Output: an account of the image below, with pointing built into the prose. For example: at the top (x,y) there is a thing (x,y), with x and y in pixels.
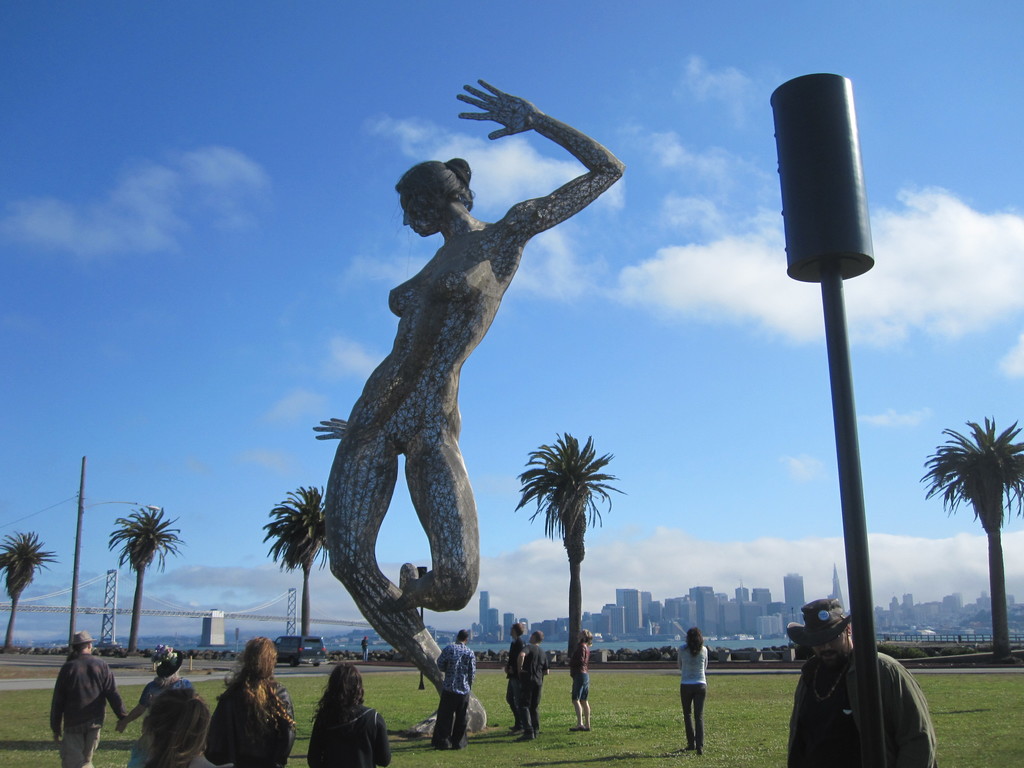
In this image there is a statue (437,508) of a woman (396,377), there are a few people (229,703) standing on the surface (629,711) of the grass (501,732), trees (10,583), poles (847,491), a few vehicles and in the background (597,598) there are buildings (632,616), bridge (67,609) and the sky (270,290).
